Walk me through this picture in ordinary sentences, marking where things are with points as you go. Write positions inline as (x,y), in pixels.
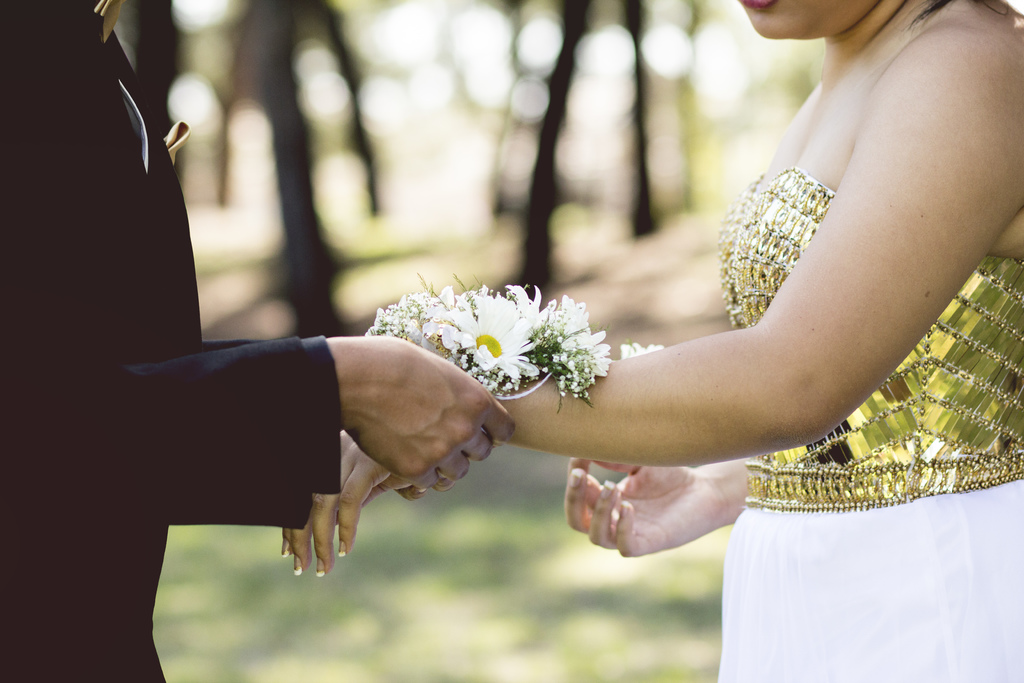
There is one man (281,384) standing and wearing a black color dress (116,339) and holding a hand (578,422) of a woman (778,414), and the woman (818,336) is wearing gold and white color dress (887,440). It seems like there are some trees (301,148) in the background (290,135).
